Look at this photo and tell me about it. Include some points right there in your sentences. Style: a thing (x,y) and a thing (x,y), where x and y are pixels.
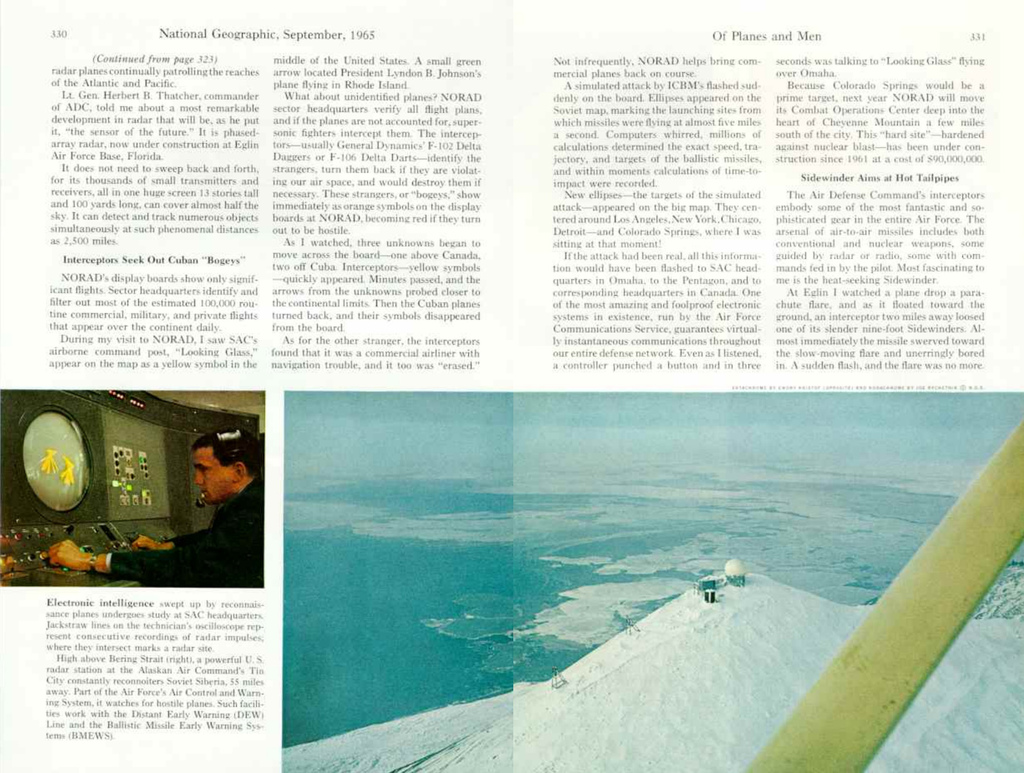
In this image we can see a poster (775,251) with some text (381,255) and images (483,557).
